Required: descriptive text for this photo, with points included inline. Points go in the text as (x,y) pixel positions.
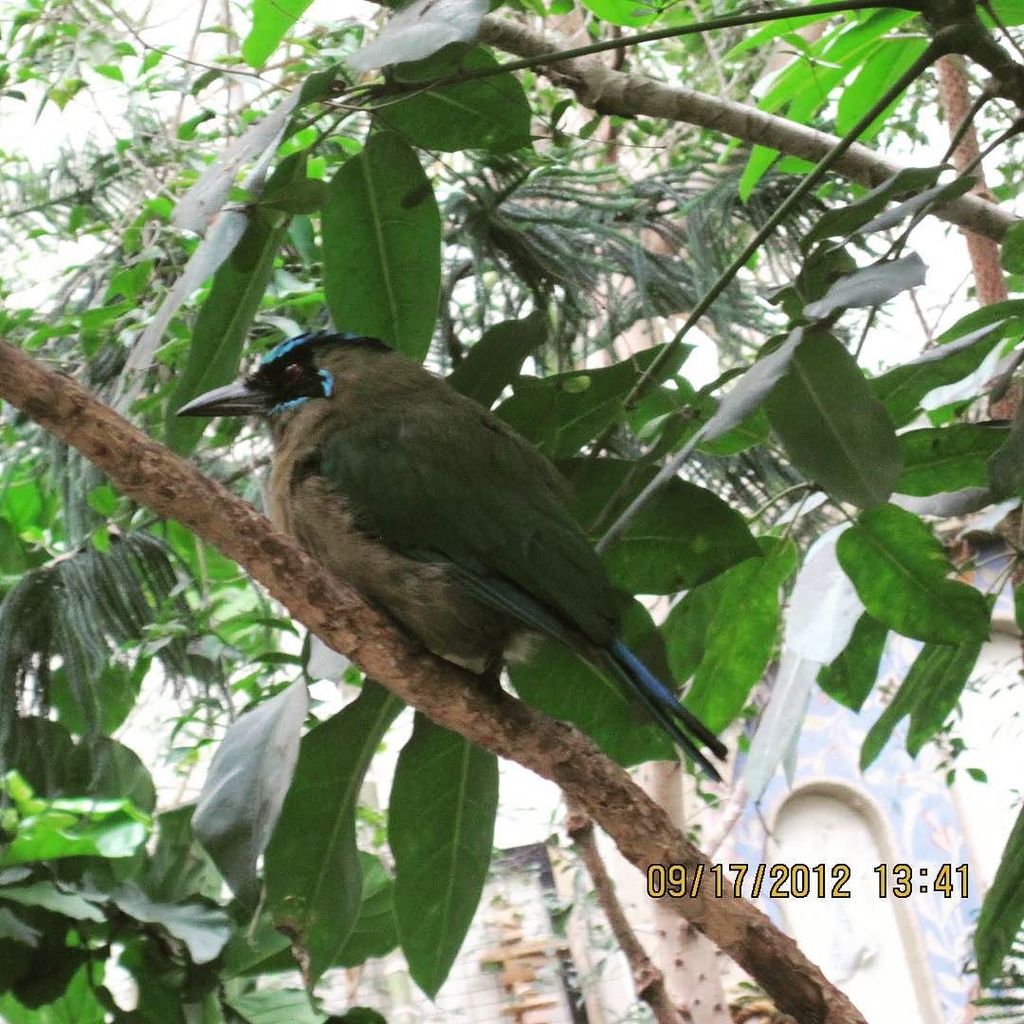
Here we can see a bird (571,541) on the branch (594,792) and there are trees (801,716). In the background (848,711) there is a wall (901,937).
